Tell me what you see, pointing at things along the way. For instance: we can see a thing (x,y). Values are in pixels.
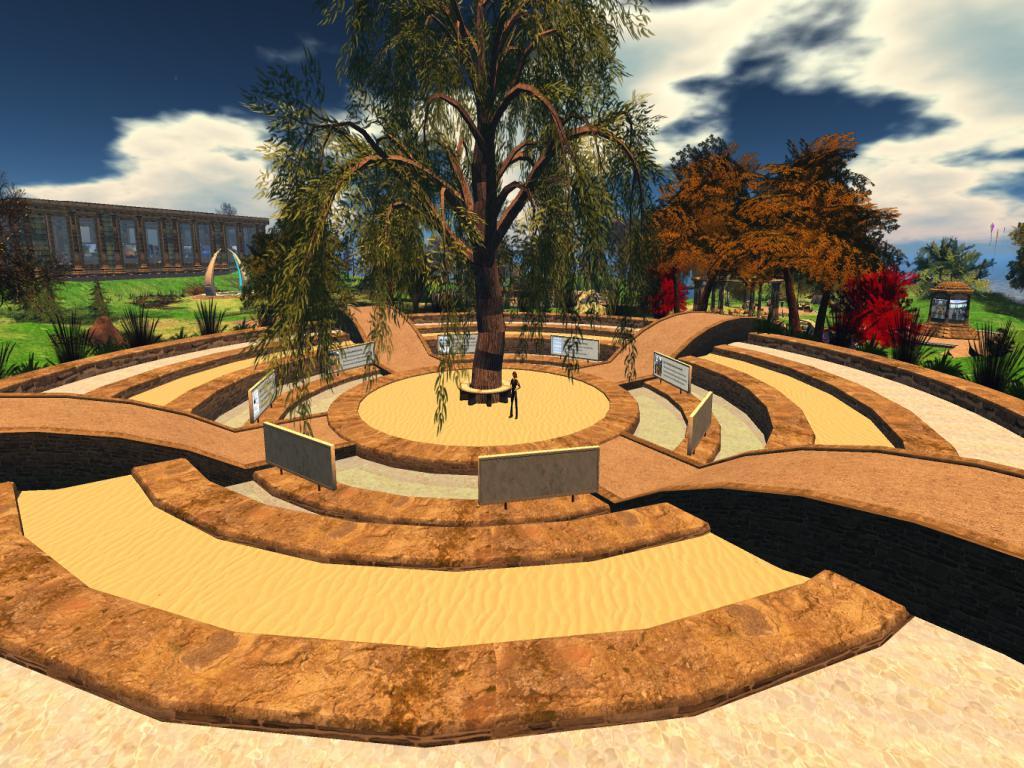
This is an animated image. We can see a person (515,398) standing on the ground (479,412). Around the person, there are boards (587,352). In front of the person (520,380), there is a tree (482,279). On the right side of the image (742,253), there are trees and an architecture (943,316). On the left side of the image (246,283), there are plants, grass (130,302) and a building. Behind the trees (481,97), there is the sky (660,74).
